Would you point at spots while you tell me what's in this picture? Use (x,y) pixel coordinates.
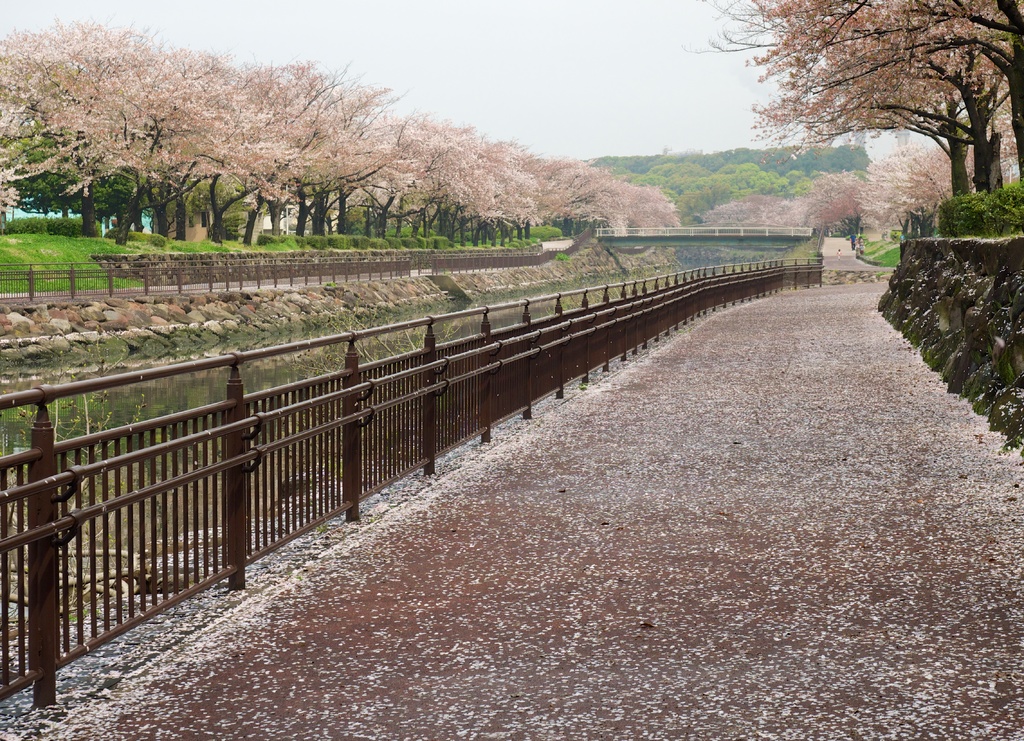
In this image I can see the ground (680,477), the metal railing (484,435), the water (444,325), a bridge (734,236) and few trees (403,183) which are green, black and brown in color. In the background (510,93) I can see the sky (545,62).
